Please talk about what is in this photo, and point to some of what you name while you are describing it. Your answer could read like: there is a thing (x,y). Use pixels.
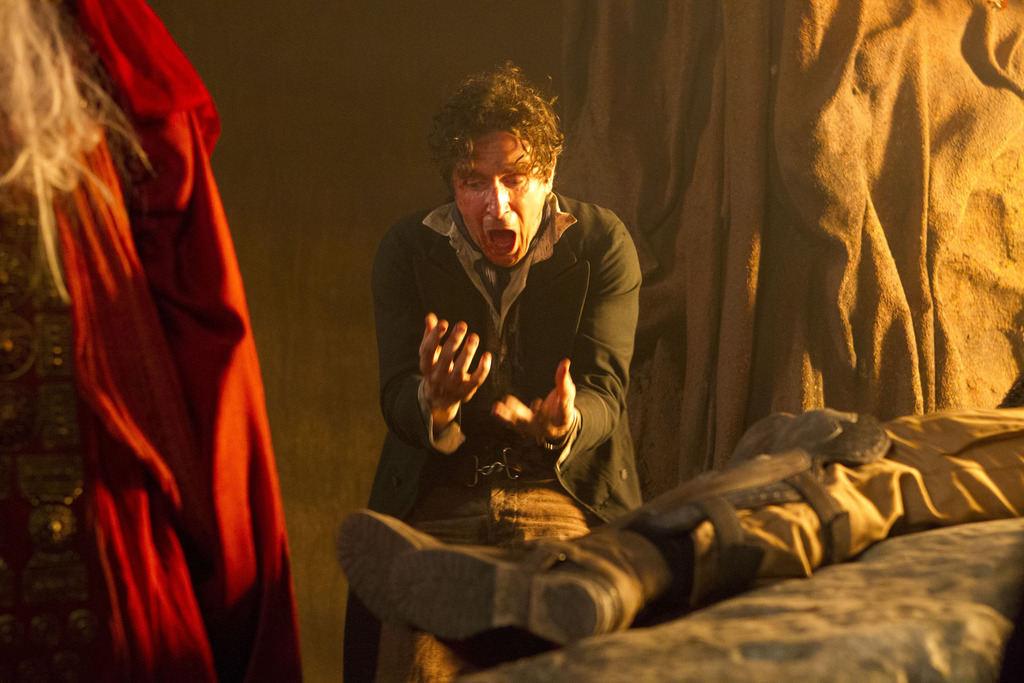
In this image, I can see a person (529,384) standing and another person (668,533) lying on an object (864,581). On the left side of the image (172,562), I can see the clothes (103,497).
